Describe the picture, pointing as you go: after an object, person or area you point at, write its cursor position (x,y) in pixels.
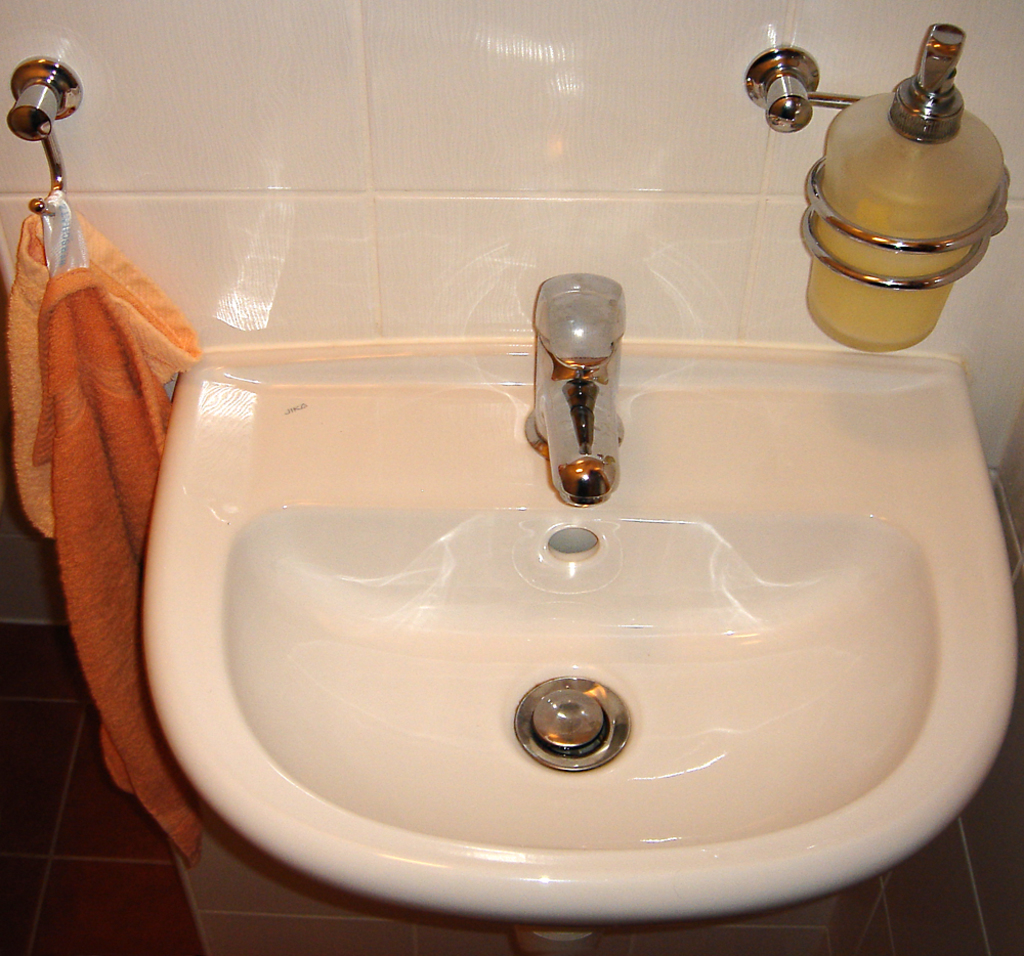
On the background of the picture (498,129) we can see tiles (515,158) which are white in colour. This is a sink (550,496) with a tap (601,435). This is a stand (906,250) and the bottle (937,213) is inserted into the stand (934,245). There is a towel (76,359) which is hanged to the hanger (47,198). This a floor (58,846).
